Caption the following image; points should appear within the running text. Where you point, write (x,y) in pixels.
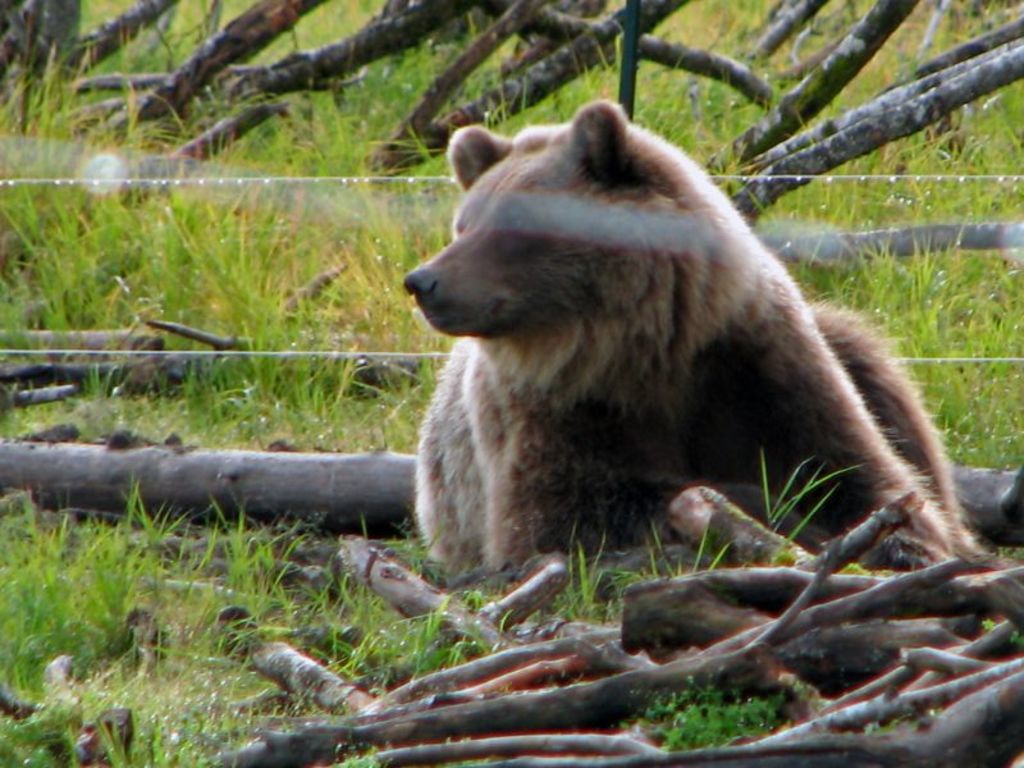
In this image there is a bear (647,205) in a field (61,276) and there are some logs (722,628).
